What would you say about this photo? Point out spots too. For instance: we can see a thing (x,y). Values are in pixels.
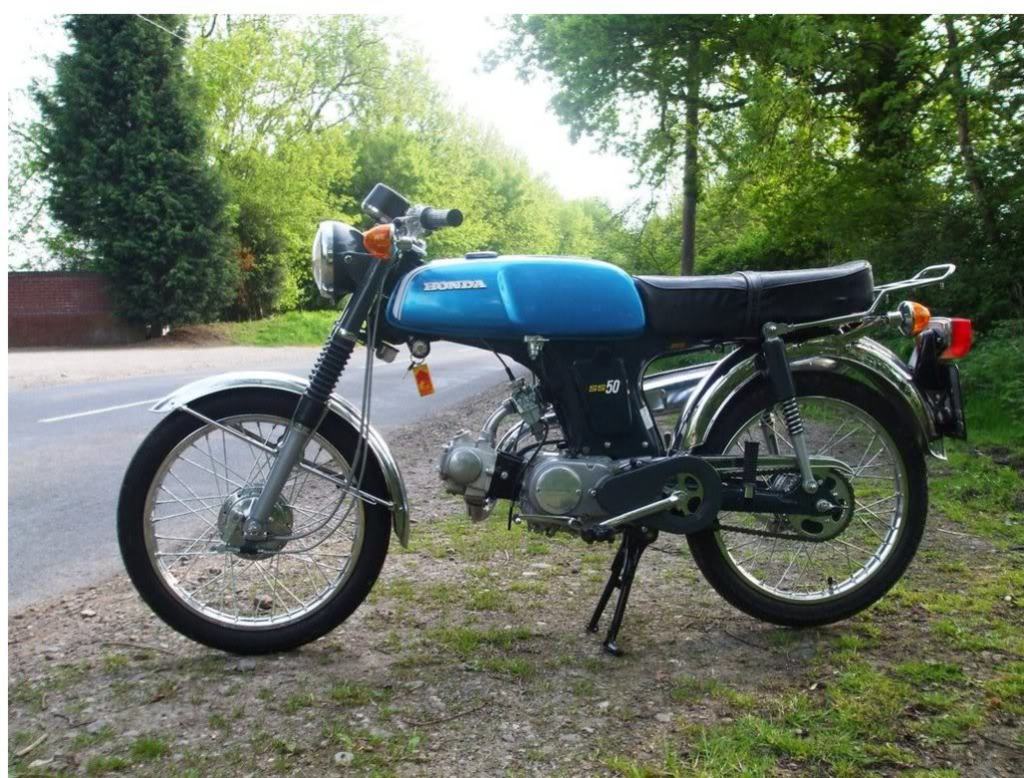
In the center of the image (541,319) a vehicle (486,316) is there. In the background of the image (651,150) we can see trees (722,128), pole (688,237), wall (92,322), road (280,363) are there. At the bottom of the image (660,744) we can see grass (776,730), ground (520,755) are present. At the top of the image (509,109) sky (479,60) is there.
